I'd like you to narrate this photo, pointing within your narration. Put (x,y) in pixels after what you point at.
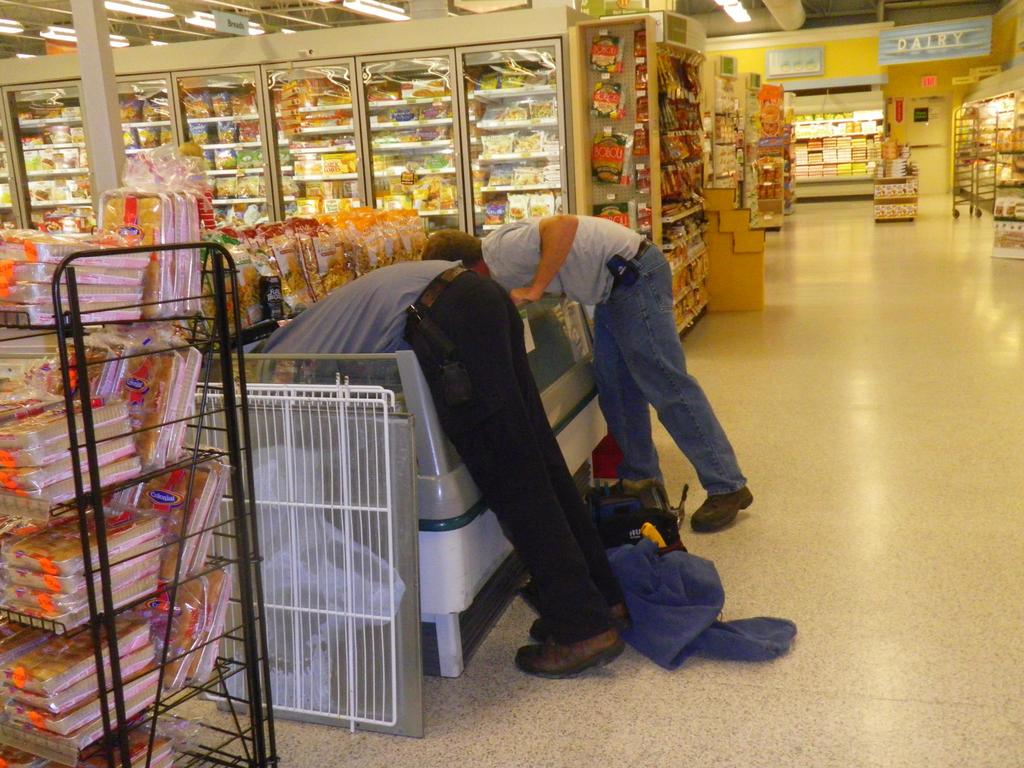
In this image there are two people (458,433) inside a supermarket (418,405), there are items (327,263) arranged on the shelves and in trays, there are few boards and lights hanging from the roof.
